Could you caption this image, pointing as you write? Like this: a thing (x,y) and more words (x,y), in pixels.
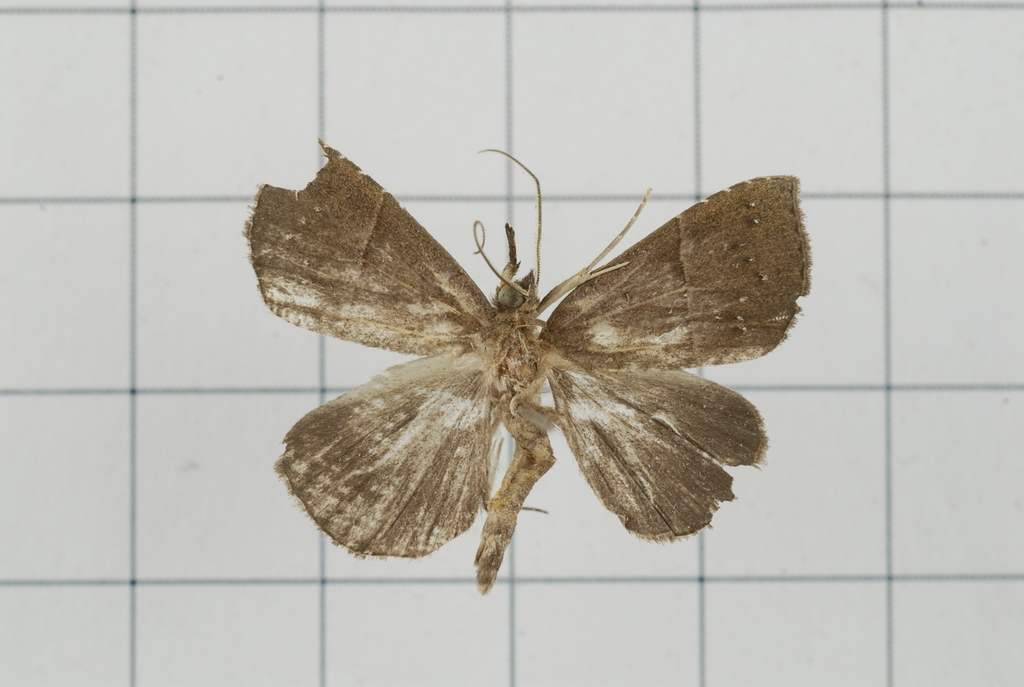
Here we can see an insect (505,373). Background (222,106) there is a tile wall (164,195).
